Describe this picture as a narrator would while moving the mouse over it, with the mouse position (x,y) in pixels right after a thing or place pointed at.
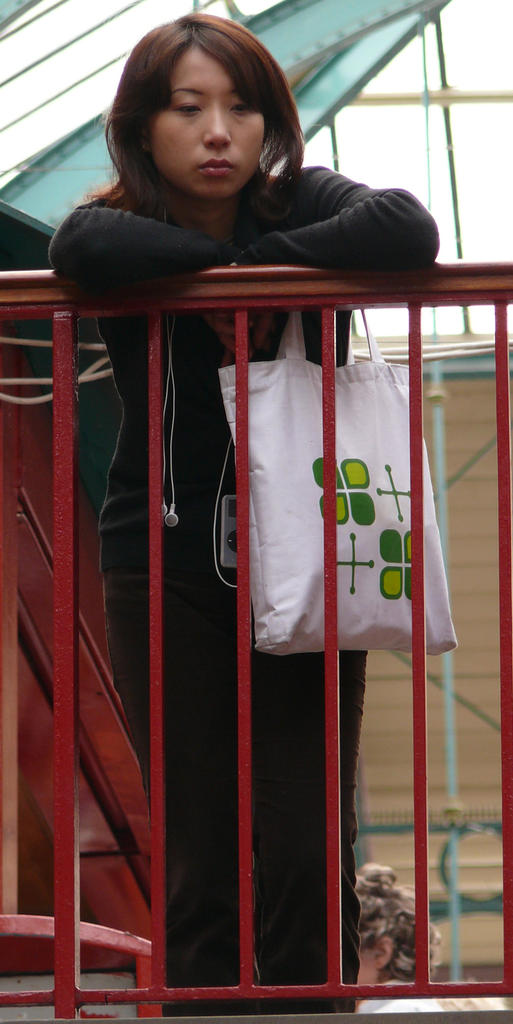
This is the woman (219,406) standing and holding white color bag (306,559). This is the grill (451,288) which is red in color.
